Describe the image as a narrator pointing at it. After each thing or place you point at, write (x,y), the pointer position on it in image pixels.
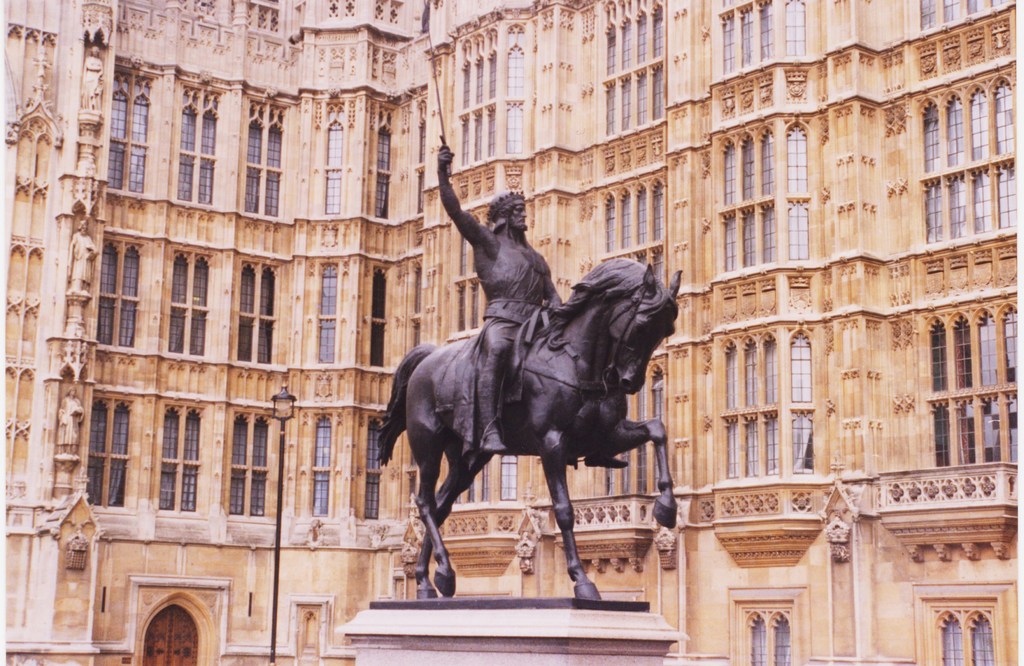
In this picture we can see a statue (496,398) in the front (505,426), in the background (481,176) there is a building (460,156), we can see a pole (278,508) and a light (280,410) here, we can also see windows (252,158) of the building (224,169), at the bottom (181,643) there is a door (179,643).
